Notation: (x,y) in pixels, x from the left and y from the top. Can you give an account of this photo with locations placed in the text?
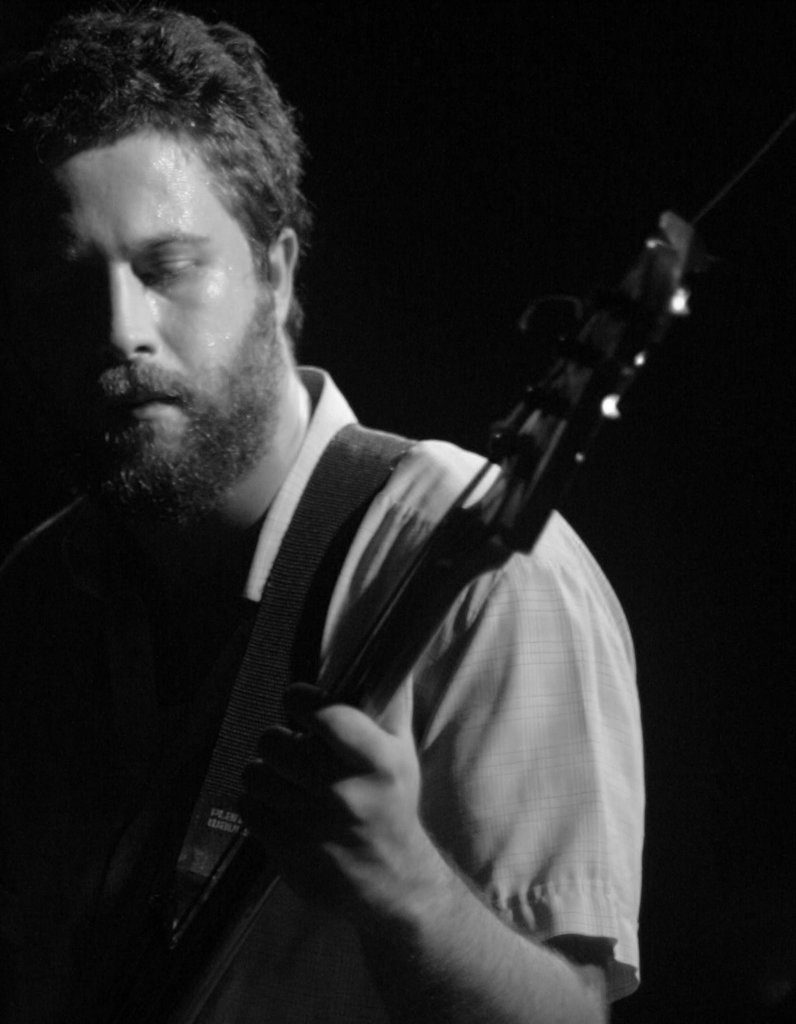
In this picture we can see a man (197,455) holding guitar (579,345) with his hand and straps (224,798) on him and in the background (558,129) it is dark.
